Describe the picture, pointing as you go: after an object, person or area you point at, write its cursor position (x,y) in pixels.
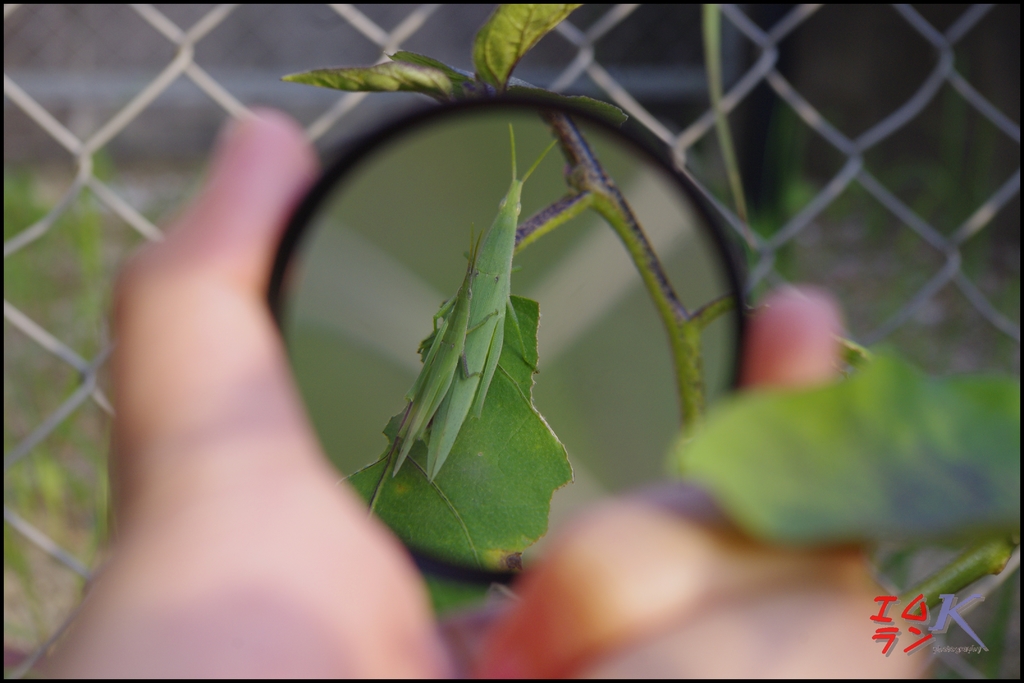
In the picture we can see some person's hand (333,510) who is holding magnifying glass (376,183) through which we can see leaf (512,472) and in the background of the picture (175,72) there is iron fencing (744,22).
